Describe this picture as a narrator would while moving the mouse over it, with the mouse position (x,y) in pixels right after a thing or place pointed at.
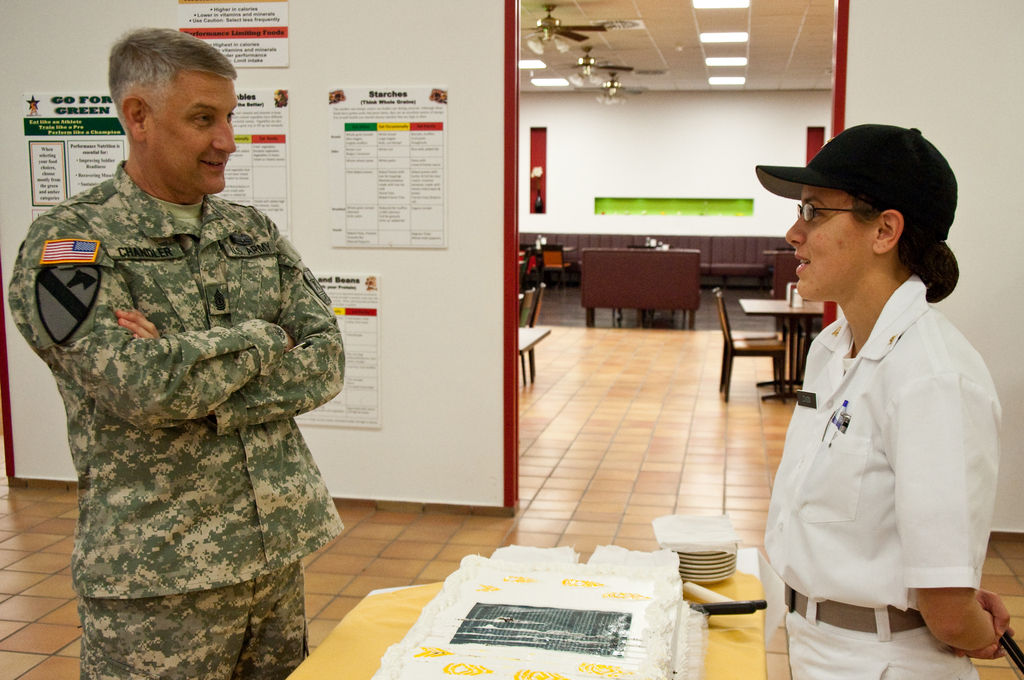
In this image in the front (497,641) there is a table (665,656), on the table (707,582) there are objects (673,642) and there are persons (231,371) standing and talking with each other having smile on their faces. In the center (427,259) there is a board (438,272) and on the board (110,100) there are posters (258,116) with some text (381,182) written on it. In the background (672,294) there are tables (790,317) and empty chairs (527,291), on the table (768,310) there are objects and at the top (596,64) there are fans (562,31) and lights (744,34) and there is a wall (655,169) in the background (661,165) with shelves (691,201).
